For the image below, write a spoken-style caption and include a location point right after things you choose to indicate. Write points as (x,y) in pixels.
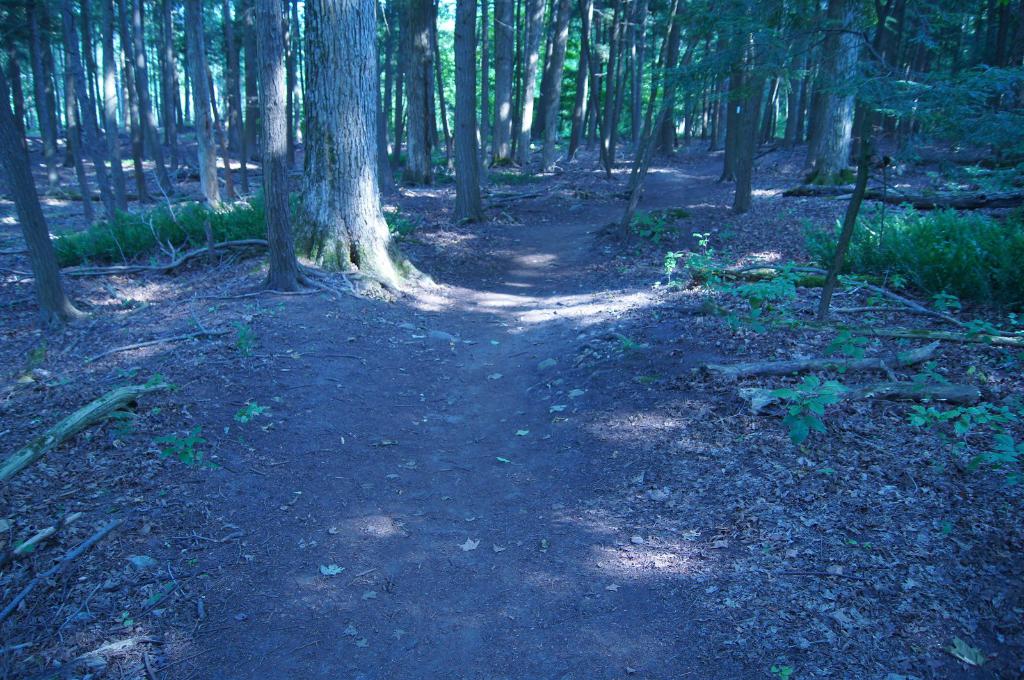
In the image there are many trees (383,131) all over the land (765,150) with a path (519,488) in the middle (519,411).
